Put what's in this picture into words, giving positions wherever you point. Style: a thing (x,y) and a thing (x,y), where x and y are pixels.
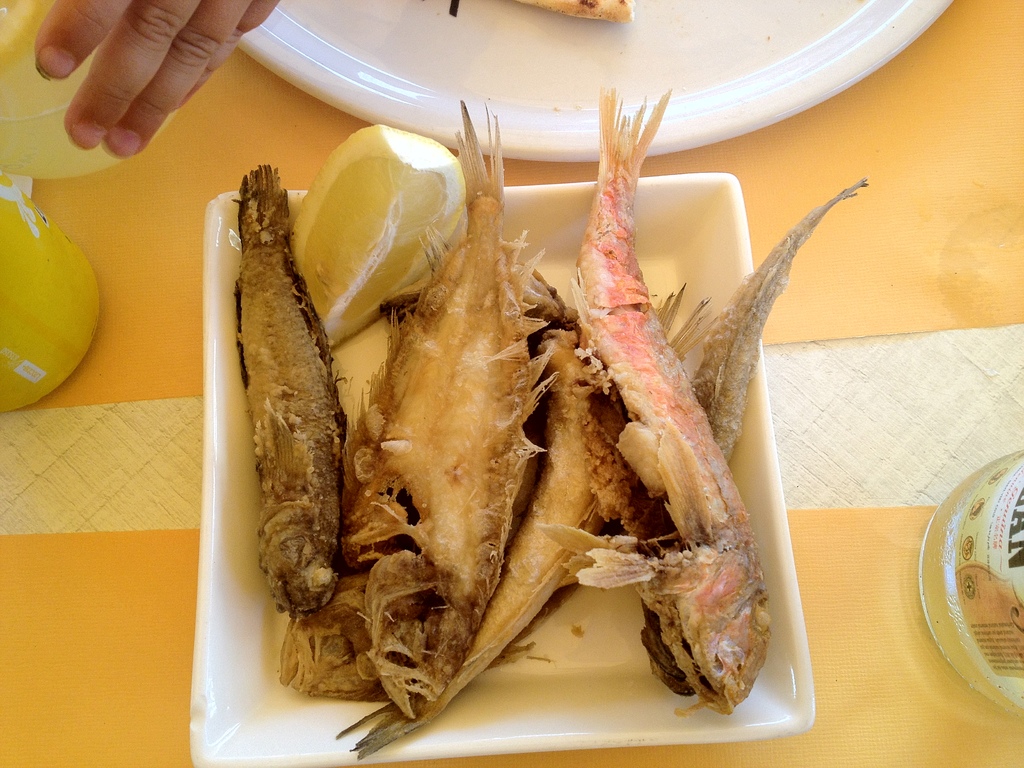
This picture shows fishes (427,372) and a lemon piece (385,190) in the tray (714,216) and we see a plate (558,108) and few bottles (23,231) on the table (936,84) and we see a human hand (202,25) holding a bottle (30,76).
